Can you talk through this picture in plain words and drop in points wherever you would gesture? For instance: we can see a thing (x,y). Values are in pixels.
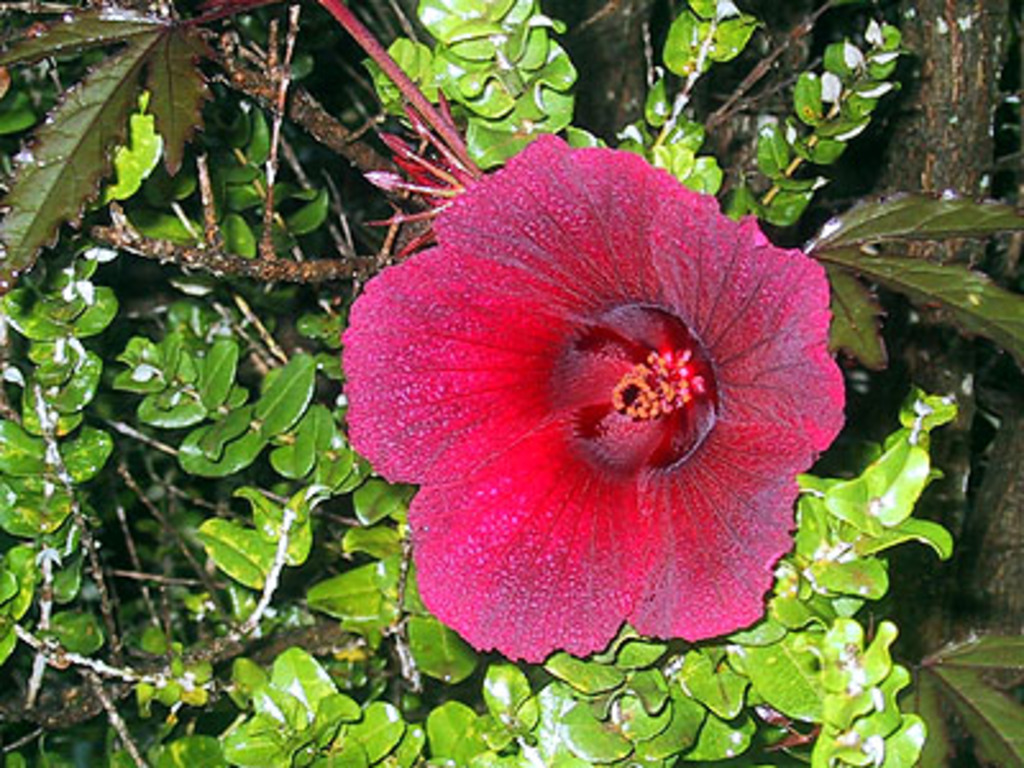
In this image there is a plant (317,470) with a hibiscus flower (587,297).
